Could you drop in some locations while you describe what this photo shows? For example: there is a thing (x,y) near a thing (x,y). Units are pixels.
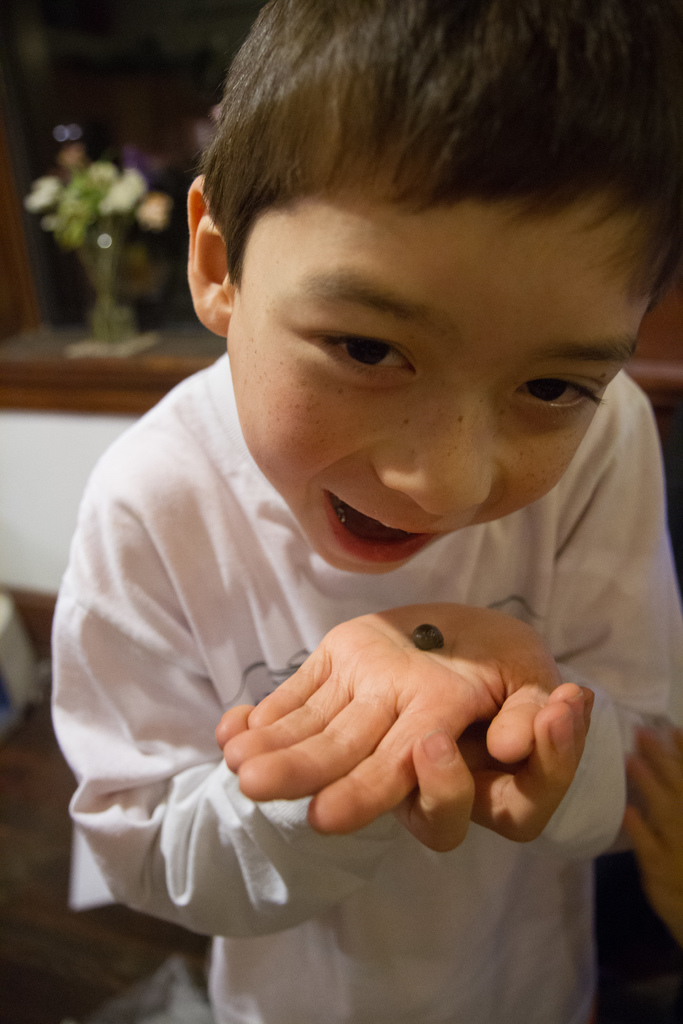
In this image, we can see a kid (361,464) is open his mouth (367,534) and seeing. On his palm (412,662), we can see some object (422,639). Background (115,344) there is a blur view. Here we can see a flower vase (117,336) and floor (49,826).
